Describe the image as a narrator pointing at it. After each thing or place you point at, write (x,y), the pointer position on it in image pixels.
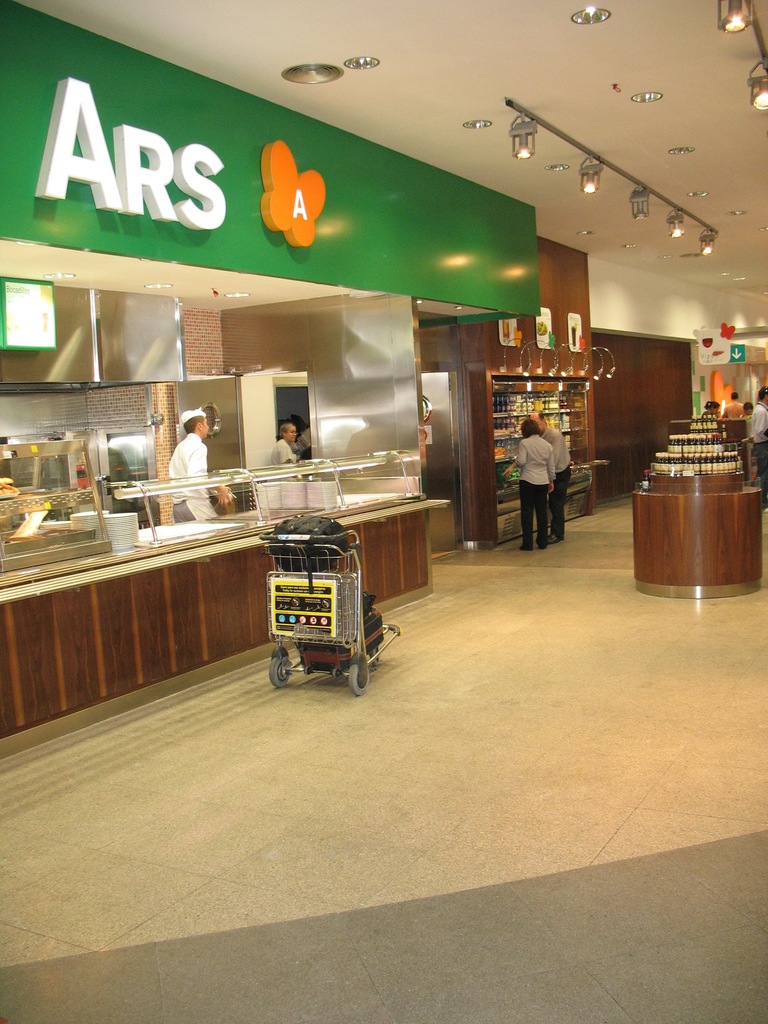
This image consists of a stall (170,669) or a restaurant (217,435). There are many people (182,507) in this image. At the bottom (464,902), there is a floor (371,886). To the left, there is a trolley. To the top (555,48), there is a roof (546,70) to which lights (588,166) are fixed.
